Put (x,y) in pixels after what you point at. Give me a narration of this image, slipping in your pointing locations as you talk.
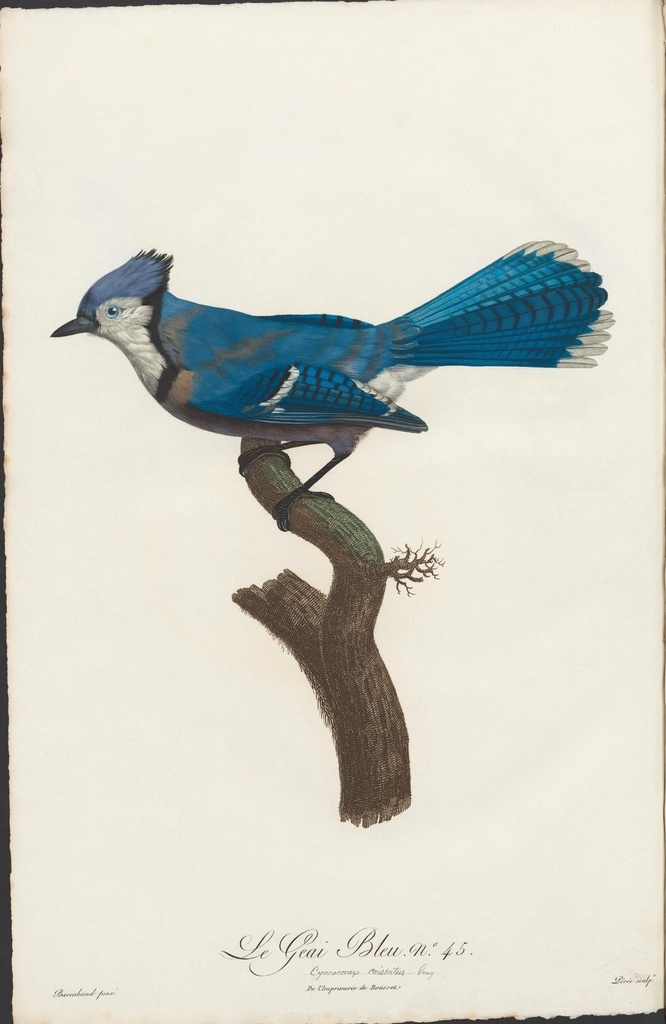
In this image there is a painting (258,451) of a bird (242,392) on the branch (299,627) of a tree (321,665), at the bottom of the painting (339,928) there is some text (318,970).
